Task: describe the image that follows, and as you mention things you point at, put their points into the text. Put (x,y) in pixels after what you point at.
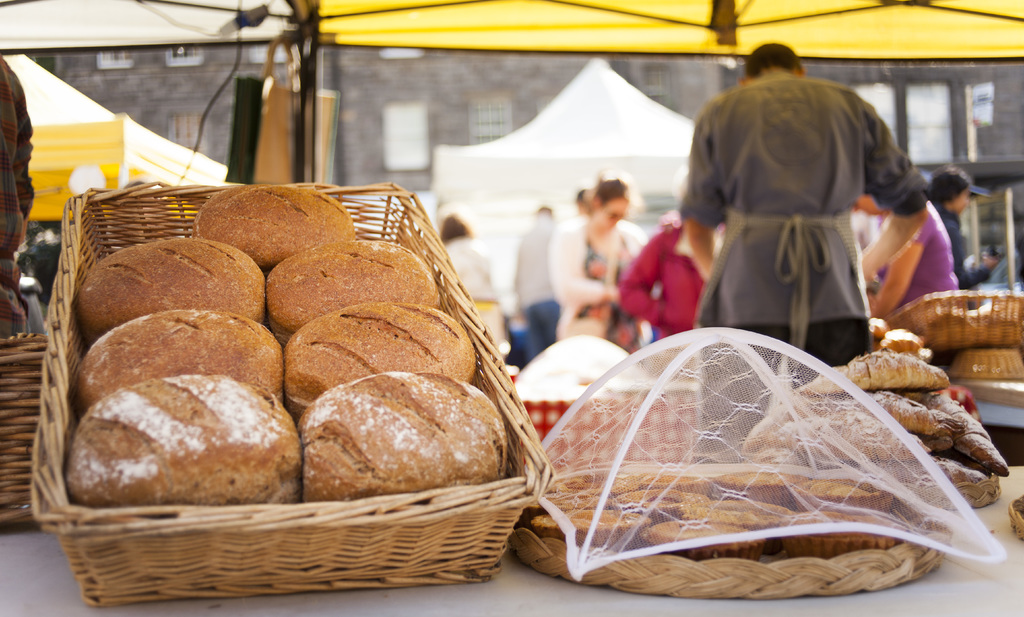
In this picture we can see food (415,404) in the baskets (970,492) on the platform (862,604). This is a net lid (721,442). In the background (672,225) we can see people (803,244) standing.
